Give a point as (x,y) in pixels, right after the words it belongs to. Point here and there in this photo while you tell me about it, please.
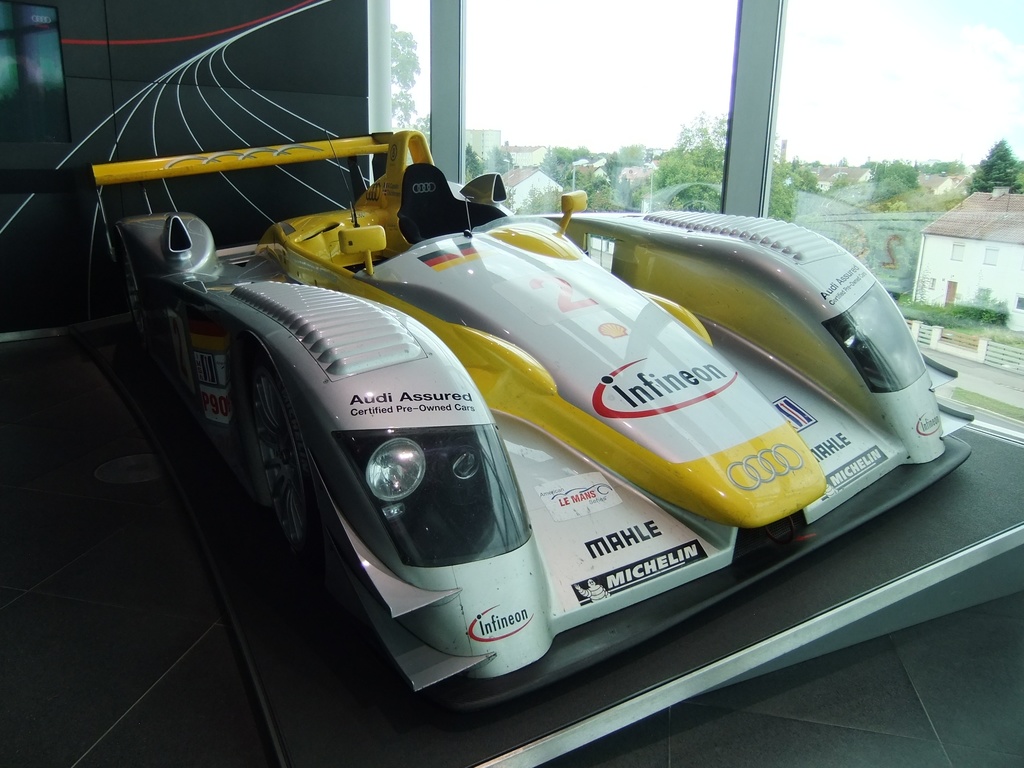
In this image there is a race car (373,470), in the background (908,204) there are trees (706,194) and houses (948,255) are visible through the glass door (824,64).
